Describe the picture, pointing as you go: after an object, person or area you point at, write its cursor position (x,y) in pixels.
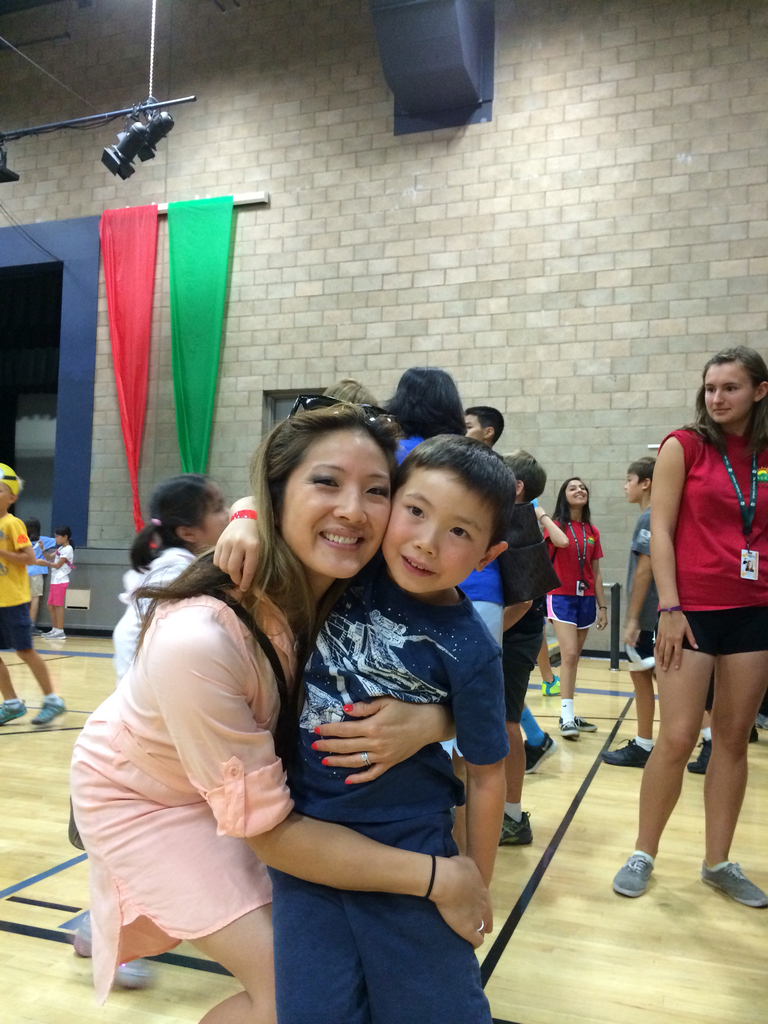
The boy (394,580) in the blue T-shirt (419,752) is standing beside the woman (172,715) who is wearing a pink dress (224,732). Both of them are smiling. Behind them, we see many people (185,521) standing. On the right side (728,589), the girl (727,576) in red T-shirt (703,586) who is wearing the Id card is standing. She is smiling. Behind them, we see a wall (429,313). We even see curtains (183,383) which are in red and green color. This picture might be clicked in the indoor stadium (554,775).
